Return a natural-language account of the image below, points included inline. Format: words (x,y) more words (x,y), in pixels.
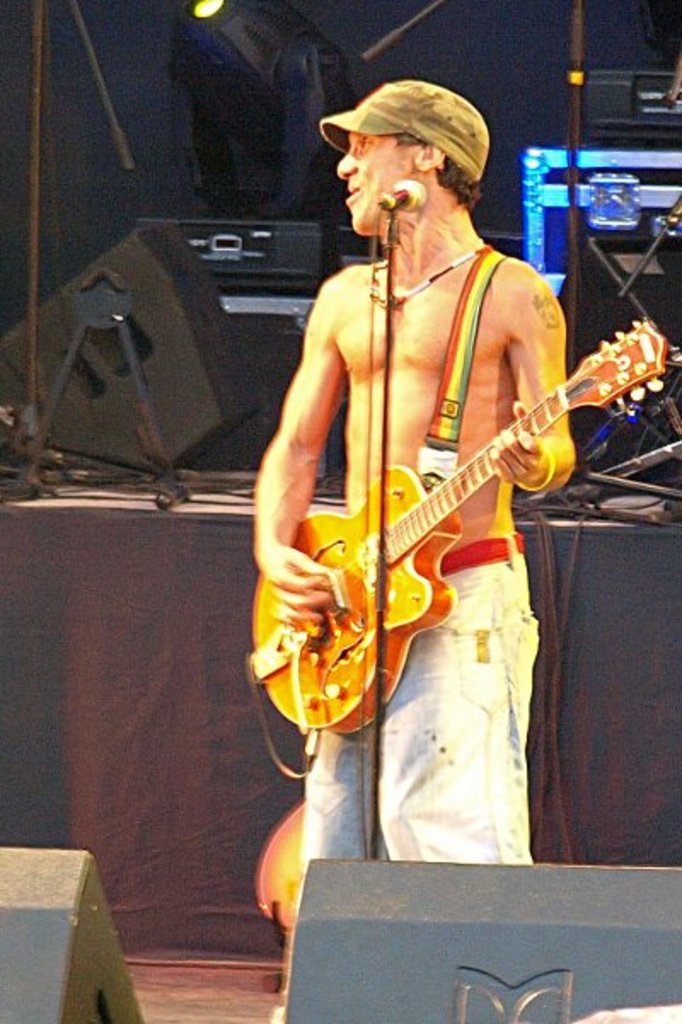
In this picture and person (407,712) is standing and he is playing a guitar (348,699) and he sing a song with the help of microphone (403,188).
